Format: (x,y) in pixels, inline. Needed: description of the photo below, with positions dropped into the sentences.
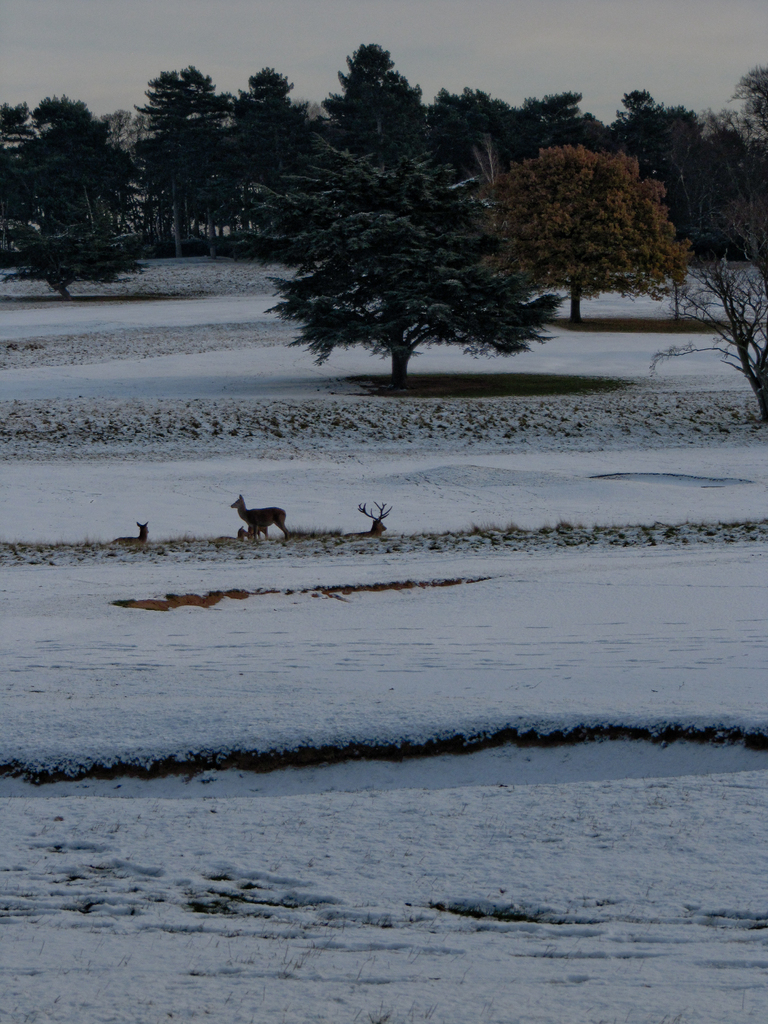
In this picture I can see deers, there is snow (67,828), there are trees (6,250), and in the background (314,71) there is the sky (314,71).
